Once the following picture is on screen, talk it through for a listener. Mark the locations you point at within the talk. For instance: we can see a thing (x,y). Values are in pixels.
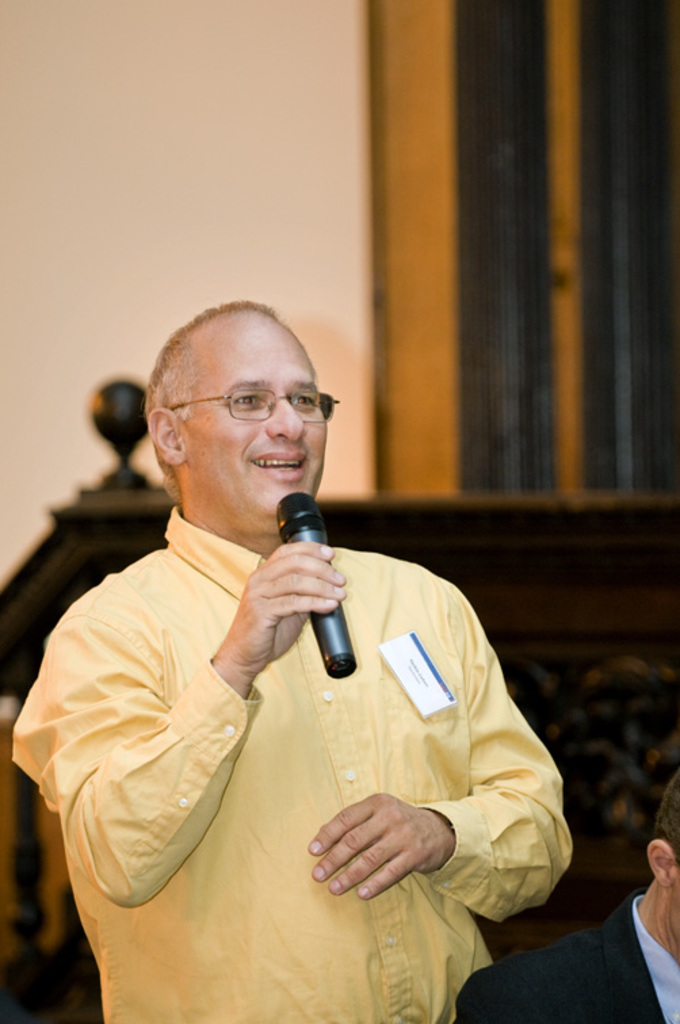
In this picture we can see a man (419,806) standing and holding a microphone (305,539) in his hand (303,563), and he is smiling, and in front (618,1003) a man (638,919) is sitting.
